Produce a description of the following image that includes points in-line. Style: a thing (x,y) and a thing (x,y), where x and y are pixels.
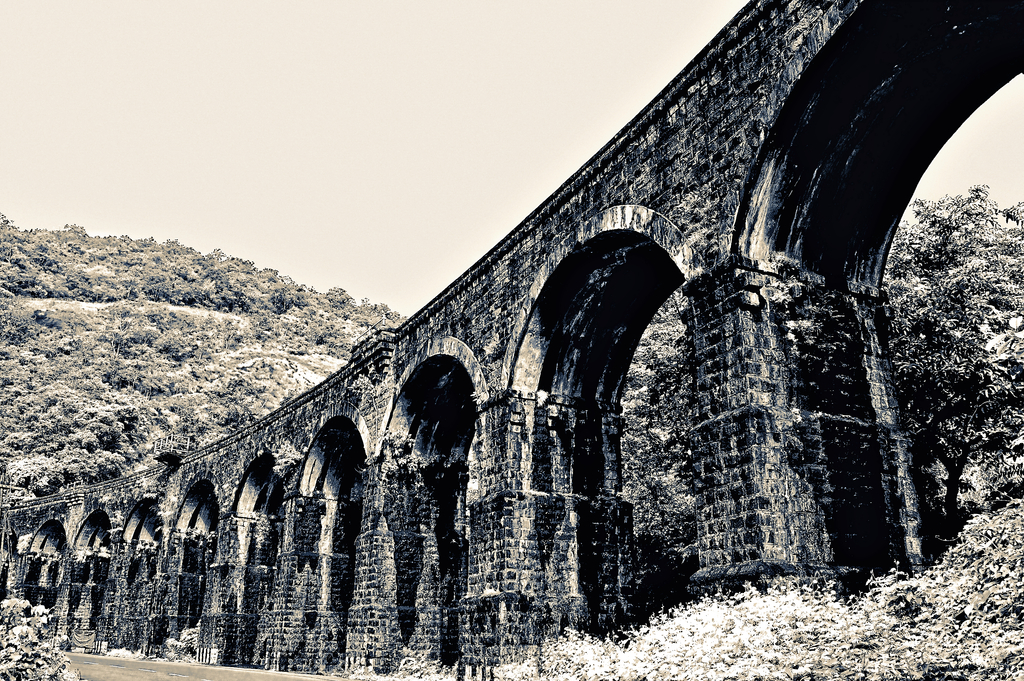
in this image there is a railway flyover (508,490) as we can see in middle of this image (672,329) and there are some trees (933,348) in the background (19,411). There is a sky (293,109) on the top of this image (300,134).
